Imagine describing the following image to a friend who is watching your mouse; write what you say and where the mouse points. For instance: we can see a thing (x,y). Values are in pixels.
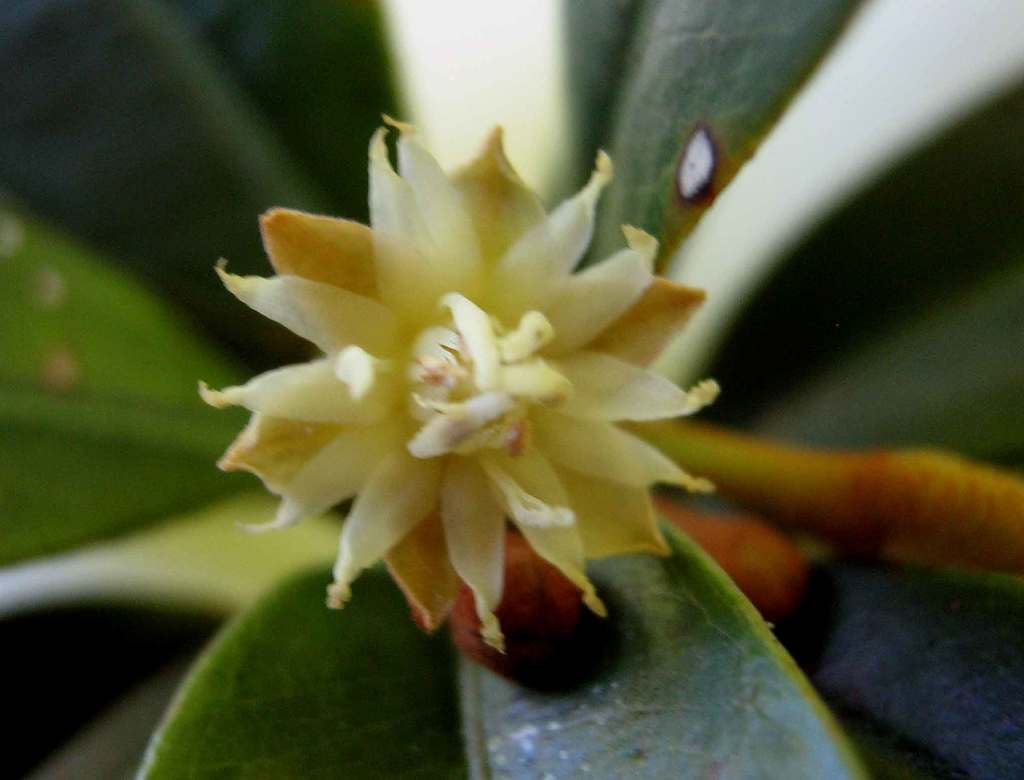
In this picture we can see a flower (483,532) and leaves (567,712).
